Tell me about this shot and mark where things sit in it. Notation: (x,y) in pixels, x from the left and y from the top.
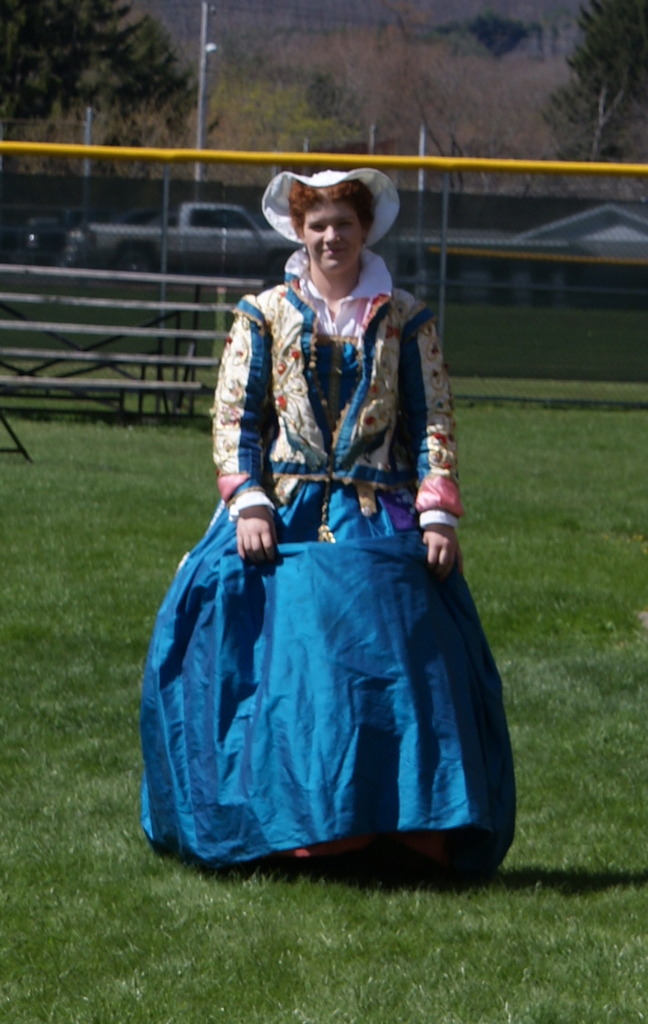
In the image I can see a person (321,508) who is wearing different costume (323,352) and behind there are some trees (225,140), fencing (599,172) and some poles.
